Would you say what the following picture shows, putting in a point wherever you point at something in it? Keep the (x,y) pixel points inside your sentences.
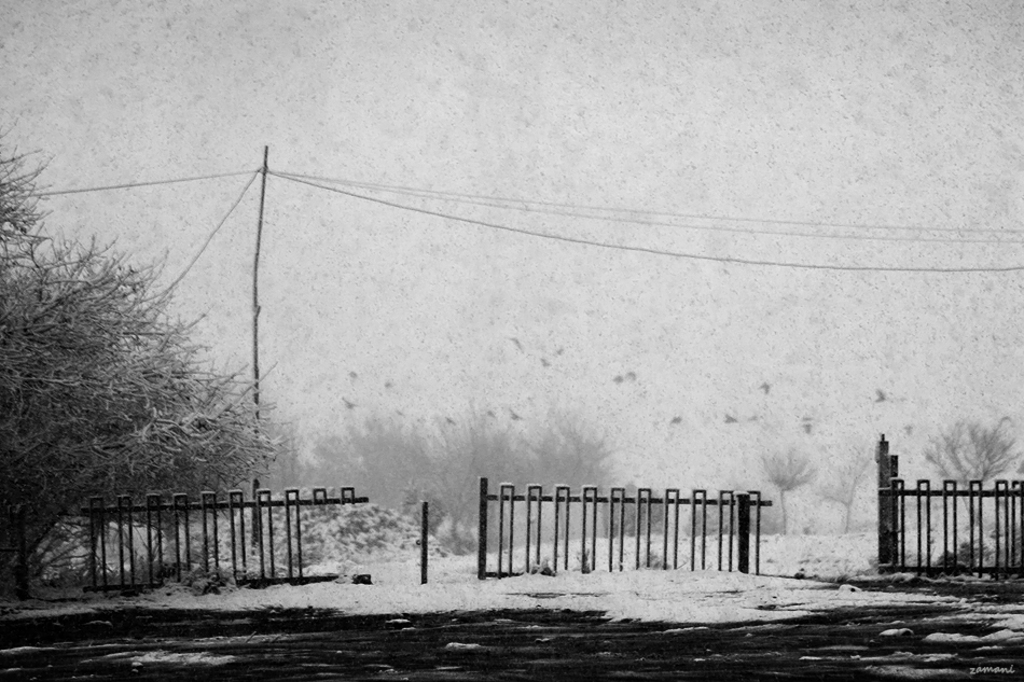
In this picture I can see there is snow fall (377,564) and in the backdrop (337,519) there are plants (216,396) and trees (344,434) and they are also covered with snow (366,552). The sky (639,152) is foggy.
